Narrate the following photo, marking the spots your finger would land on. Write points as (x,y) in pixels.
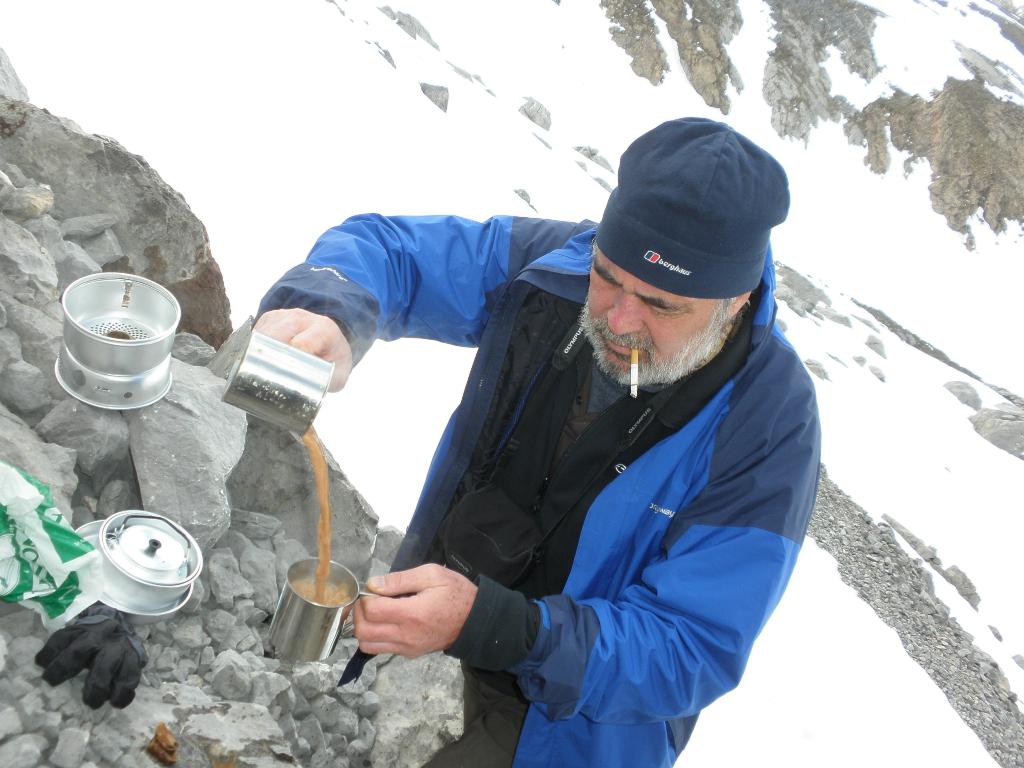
In the middle of the image (514,317) there is a man (611,523) wearing a jacket (498,278), cap (728,203) on the head (632,300) and holding two tea cup (319,605) in the hands (359,636). In front of this man (529,580) there are few stones (48,383). On the stones (117,456) few bowls (149,586), a hand glove (88,645) and a cover (31,521) are placed. In the background (962,686), I can see the snow (891,439) and few rocks (959,148).
